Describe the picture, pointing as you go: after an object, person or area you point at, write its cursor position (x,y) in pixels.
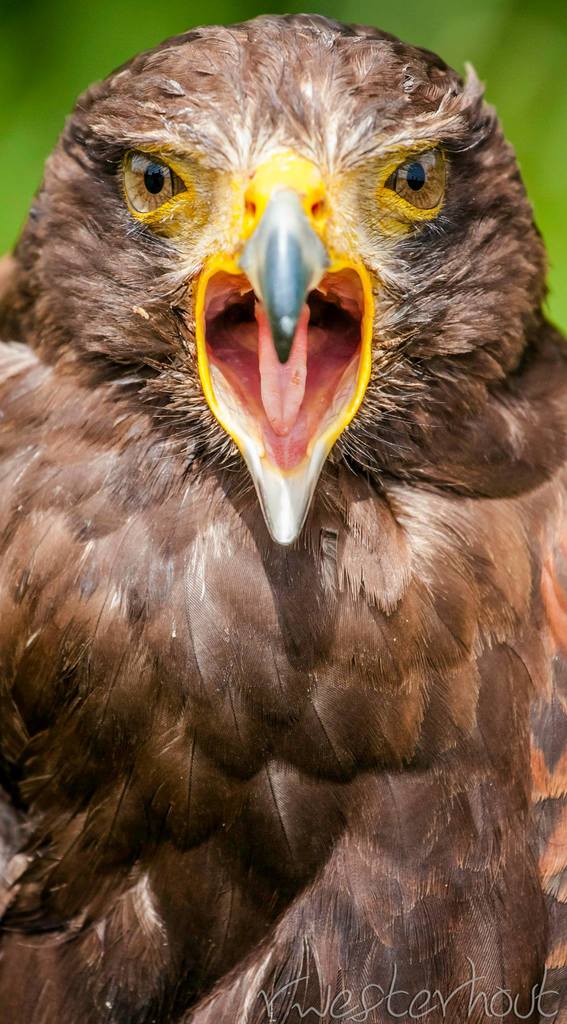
In this image we can see a bird (202,369). At the top (547,164) we can see the green background (427,8). At the bottom (472,979) we have some text (376,986).
